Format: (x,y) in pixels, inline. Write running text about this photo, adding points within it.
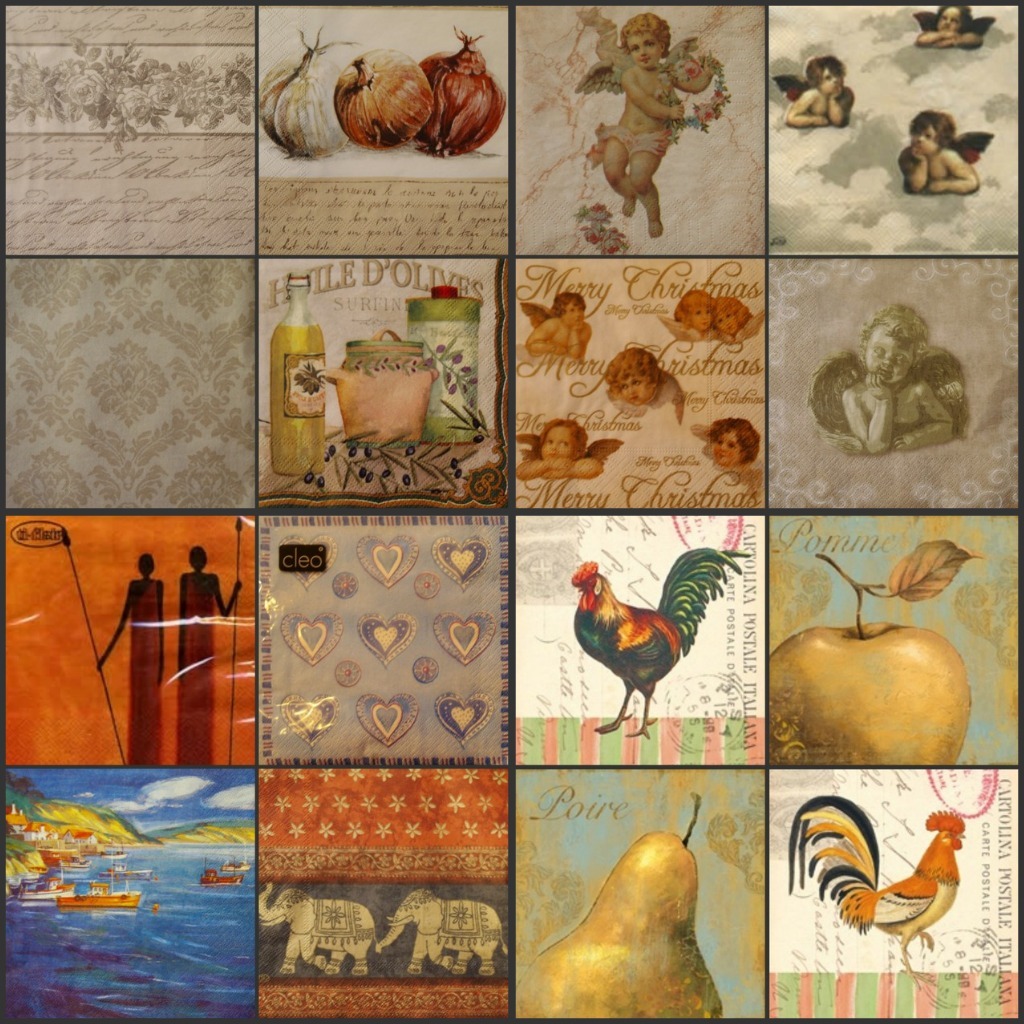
This is a collage image of 16 pictures, which includes angels (962,152), rooster (655,615), pear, apple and etc.
